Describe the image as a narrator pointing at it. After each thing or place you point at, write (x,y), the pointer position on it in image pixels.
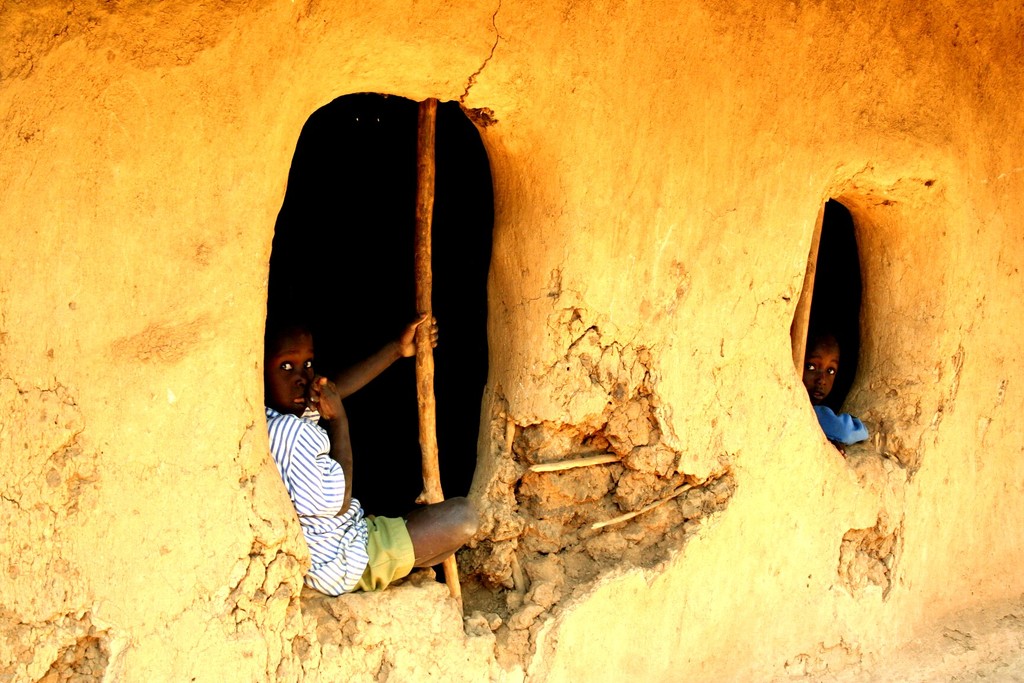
Here we can see children (285,376) and hole (395,290). This is wall (801,411).
